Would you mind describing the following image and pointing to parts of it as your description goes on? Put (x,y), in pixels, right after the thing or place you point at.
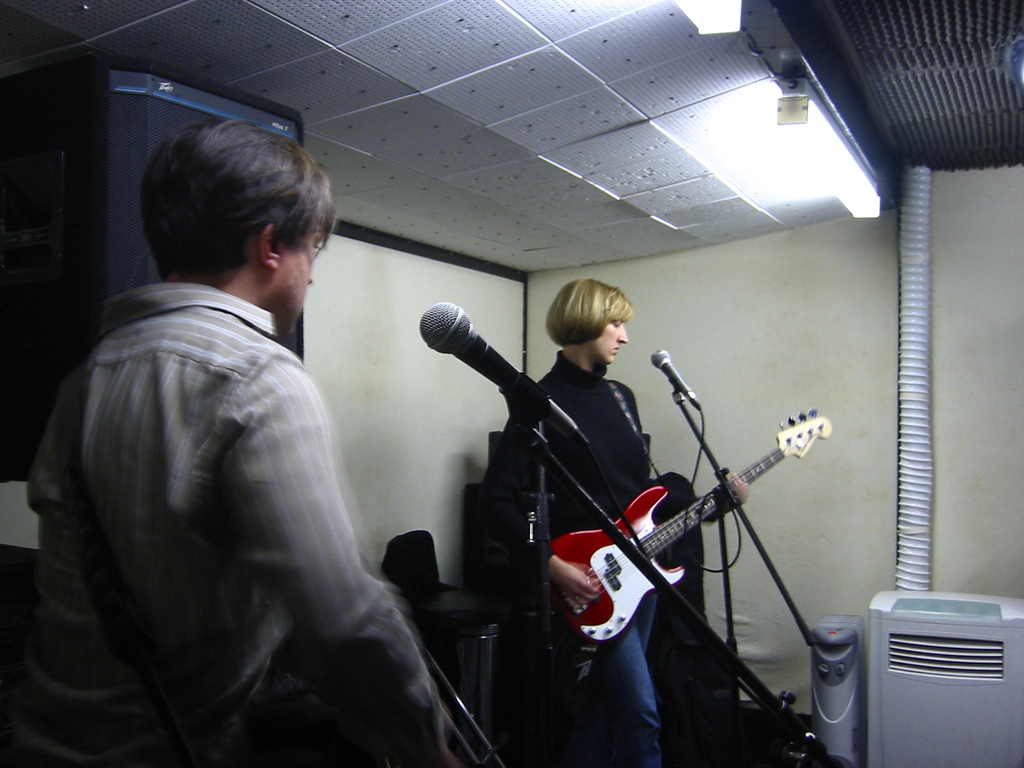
In this picture we can see two persons (592,327) holding guitar (646,492) in their hand (572,573) and in front of them there is mic (456,320) and in the background (412,309) we can see wall (419,266), speaker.
